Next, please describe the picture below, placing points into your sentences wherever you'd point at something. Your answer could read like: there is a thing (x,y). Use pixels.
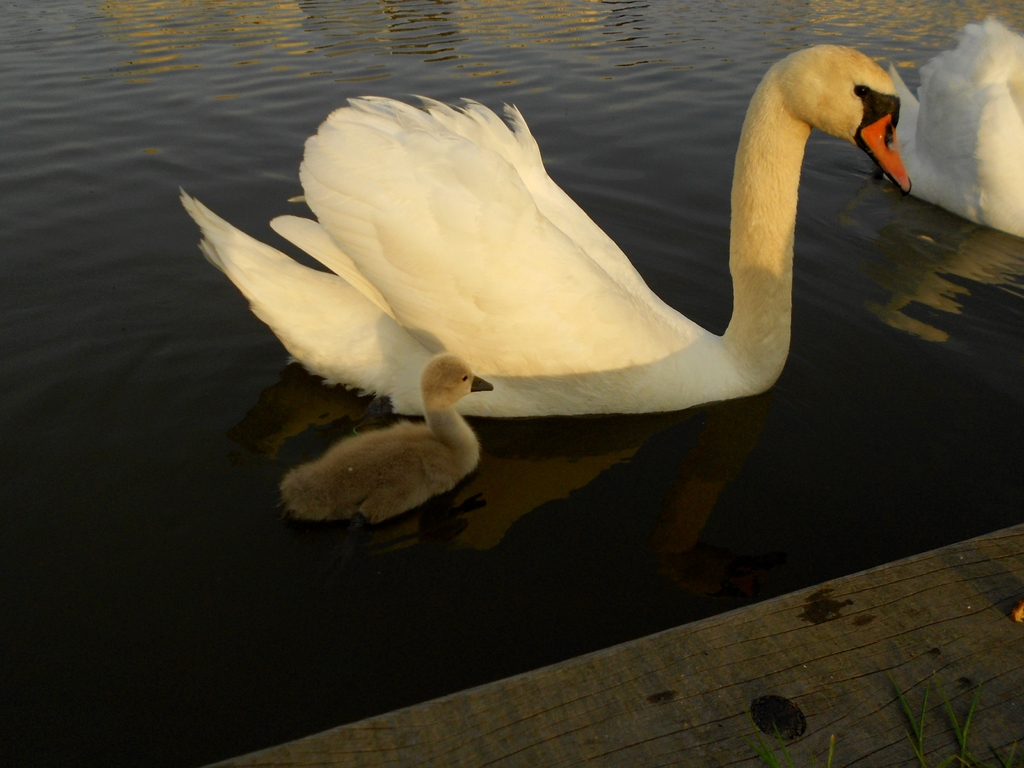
In this image, we can see some water (242,209). There are a few swans (982,47). We can see the ground (894,680) and also some objects (919,710) at the bottom (919,713).
